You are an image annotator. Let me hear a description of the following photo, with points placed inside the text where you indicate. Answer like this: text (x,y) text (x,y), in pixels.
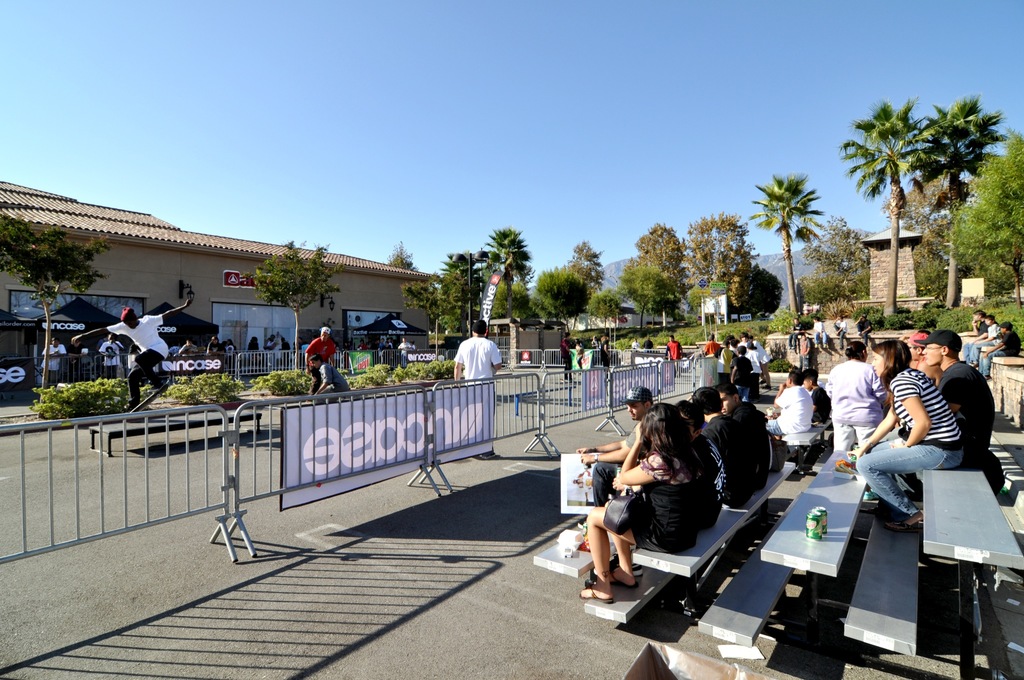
In the picture I can see people (635,450) among them some are standing and some are sitting on benches (773,595). On the left side (152,378) I can see people (152,378) are doing skating. In the background (181,397) I can see fence (415,431), plants (275,385), trees (297,321), a building (277,316), the sky (256,215) and some other objects (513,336) on the ground (197,474).
